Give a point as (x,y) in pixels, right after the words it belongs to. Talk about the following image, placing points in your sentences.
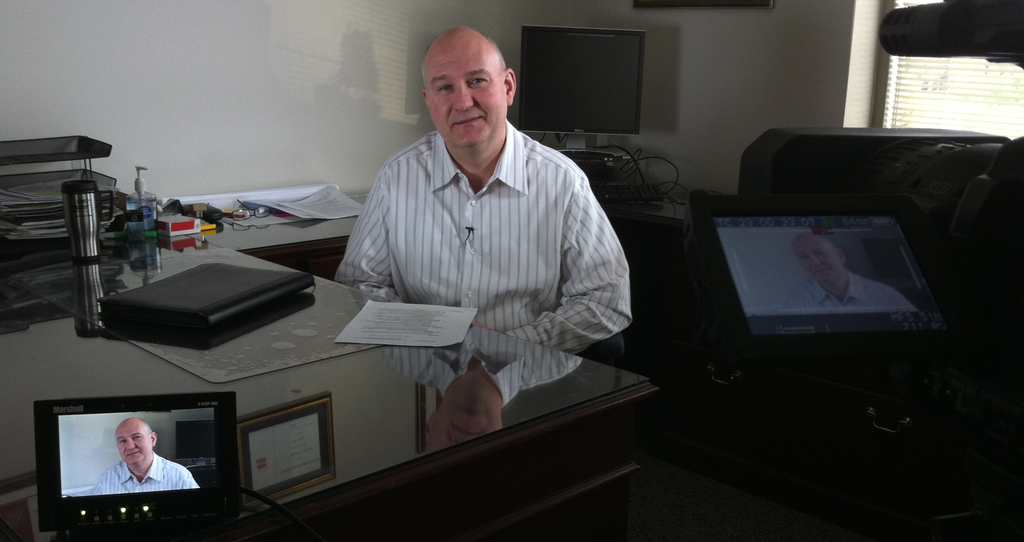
This picture might be taken inside the room (538,358). In this image, in the middle (561,328), we can see a man (576,313) sitting on the chair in front of the table (351,476), on that table (345,462), we can see a display (210,432), electrical wires (285,506), paper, bottle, glass (90,245) and a black color book (201,328). On the side of the image, we can also see a display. In the background (648,150), we can also see monitor (627,133), window (962,83) and a photo frame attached to a wall (270,138).
